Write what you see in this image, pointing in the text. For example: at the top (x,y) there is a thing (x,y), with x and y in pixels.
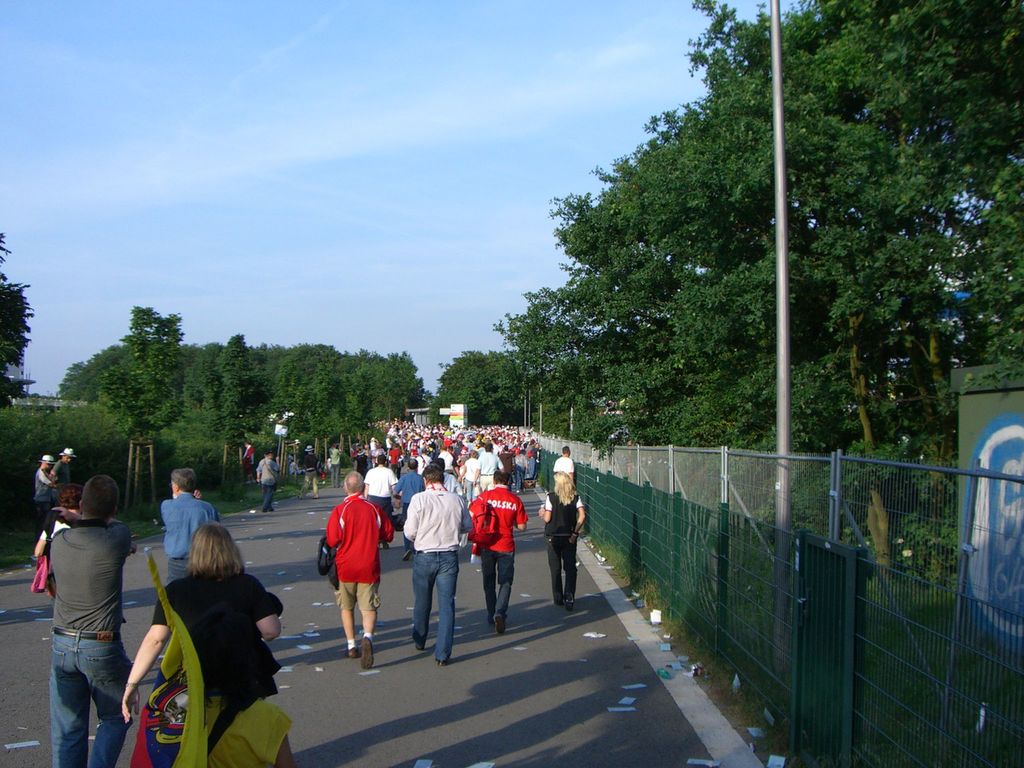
In this image, we can see the road (299,692), there are some people (318,481) walking on the road (383,561), on the right side (811,604) there is a fence (599,512) and we can see some green trees (649,345), at the top (411,175) there is a blue sky (295,98).
